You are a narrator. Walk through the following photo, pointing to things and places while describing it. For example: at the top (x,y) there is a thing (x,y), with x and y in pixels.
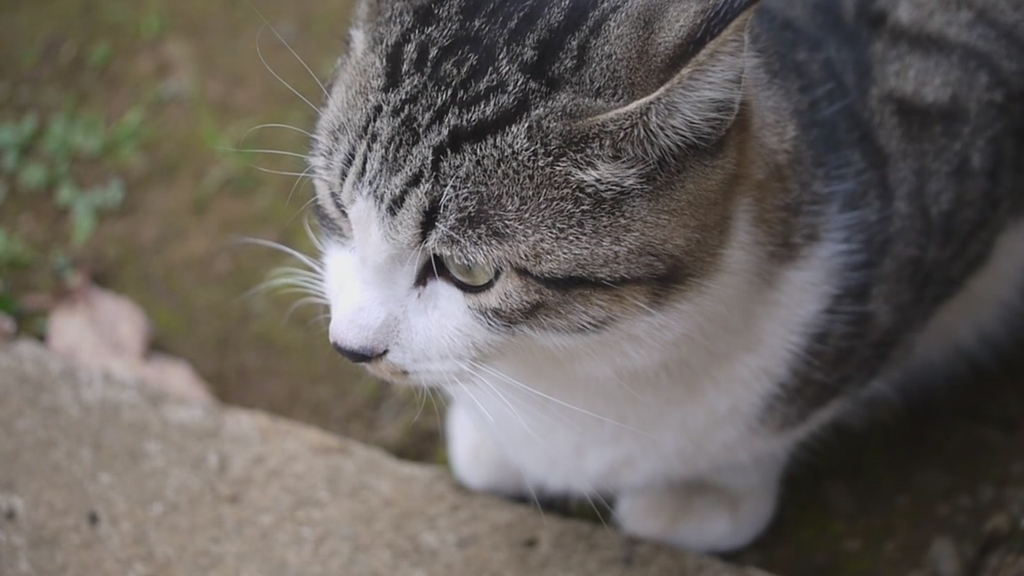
This image consists of a cat (388,322). At the bottom (155,510), there is a rock (145,435). And we can see the ground (157,247).
